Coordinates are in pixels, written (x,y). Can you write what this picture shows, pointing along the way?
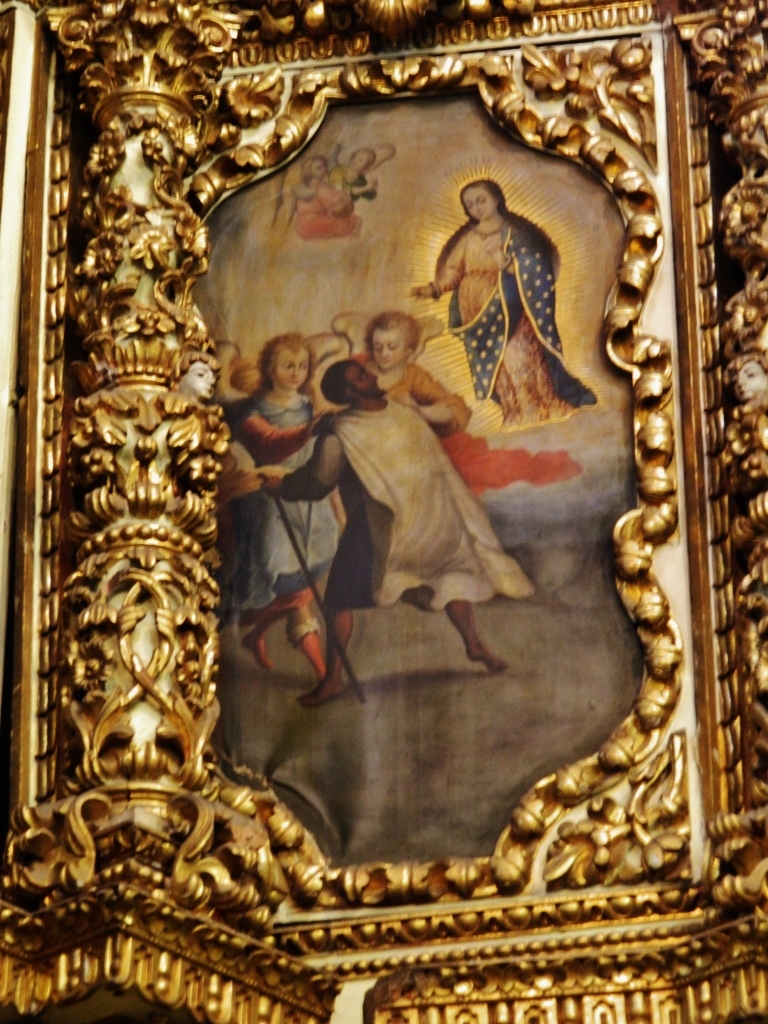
In the center of the image (276,403) there is a photo frame (218,650) in which there are persons (429,423).
